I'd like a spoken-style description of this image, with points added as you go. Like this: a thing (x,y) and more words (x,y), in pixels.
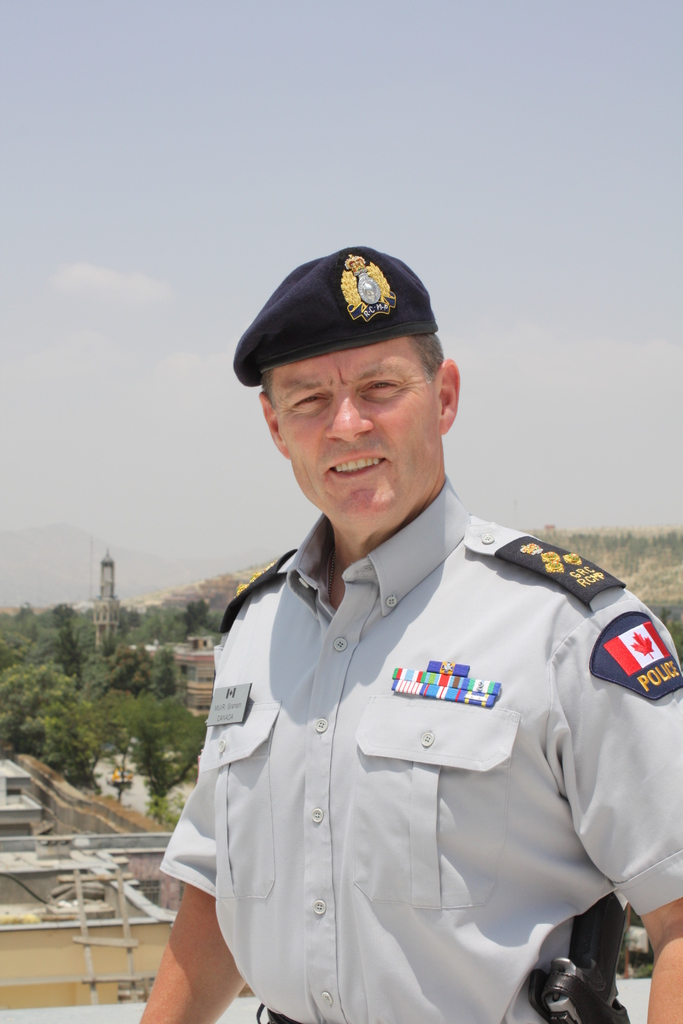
In this image we can see a man (249,656). In the background (86,659) there are buildings (67,812), trees (129,693), hills (149,607) and sky (323,239).
